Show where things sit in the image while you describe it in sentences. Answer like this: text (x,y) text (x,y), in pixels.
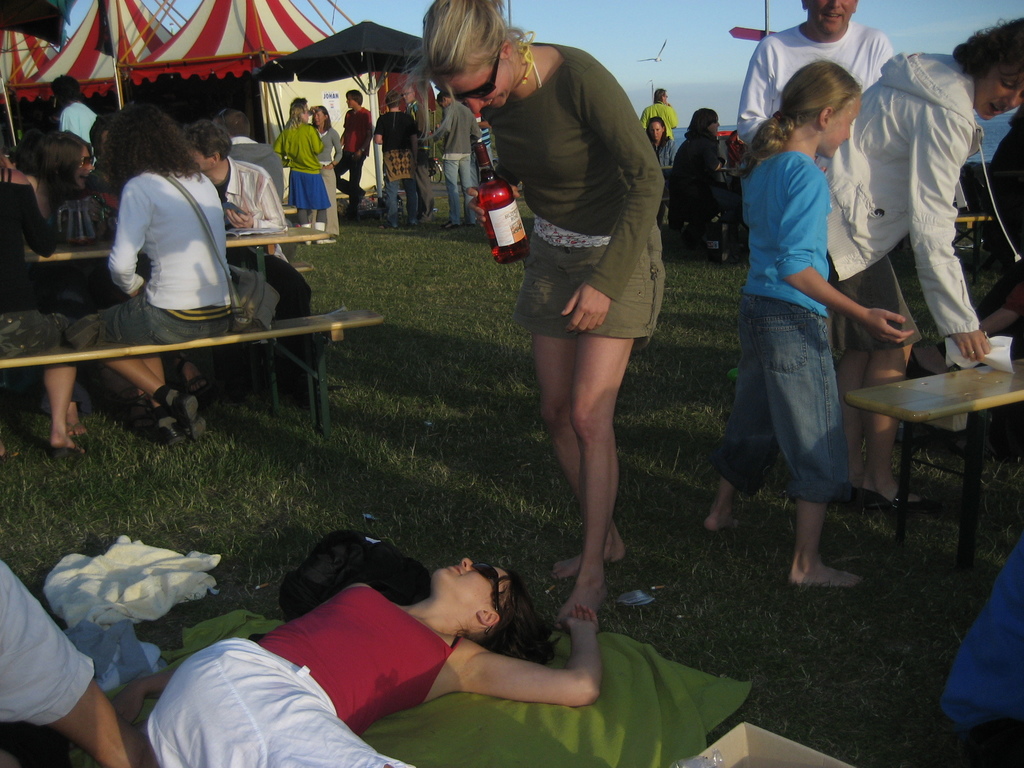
In the given image we can see many people (580,205) some of them are sitting and some of them are standing and this person (351,653) is lying. This is a bench (284,333), tent (270,19) and grass (451,282). The sky (669,31) is in light blue color.
